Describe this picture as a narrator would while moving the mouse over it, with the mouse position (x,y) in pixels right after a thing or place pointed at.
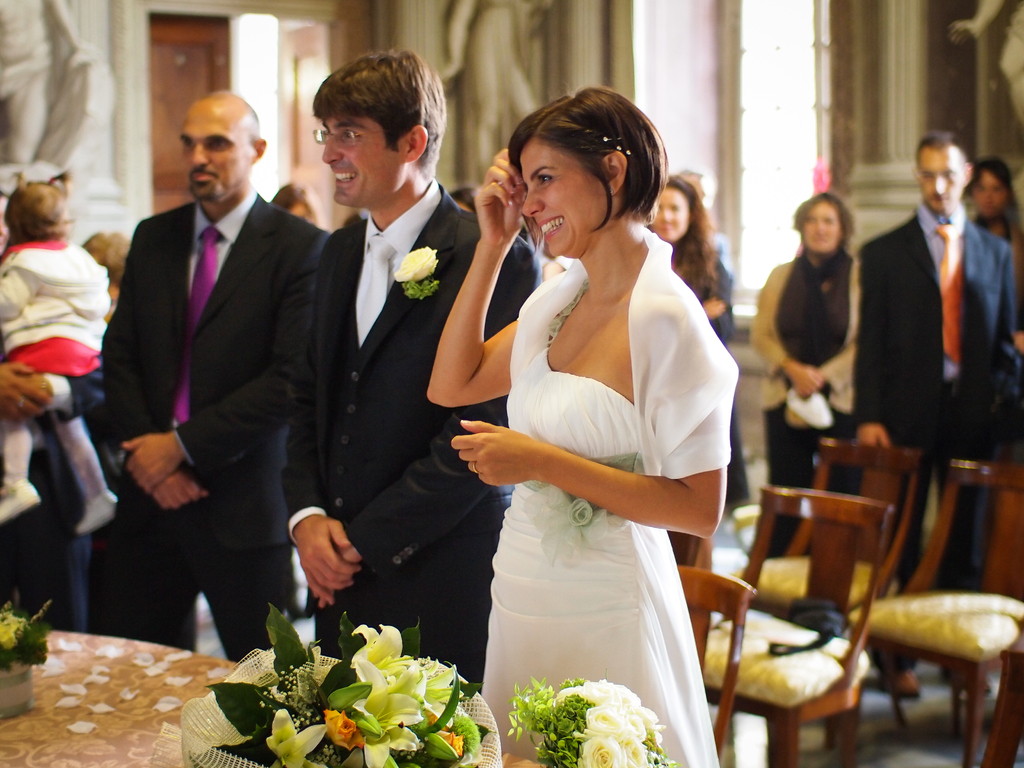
In this picture there are few people (597,309) who are standing. There is a woman (31,376) holding a baby (43,359) in her hand (17,369). There are flower bouquets (378,703) on the table (206,660). There are some chairs (1013,515) and a statue (1013,82).
